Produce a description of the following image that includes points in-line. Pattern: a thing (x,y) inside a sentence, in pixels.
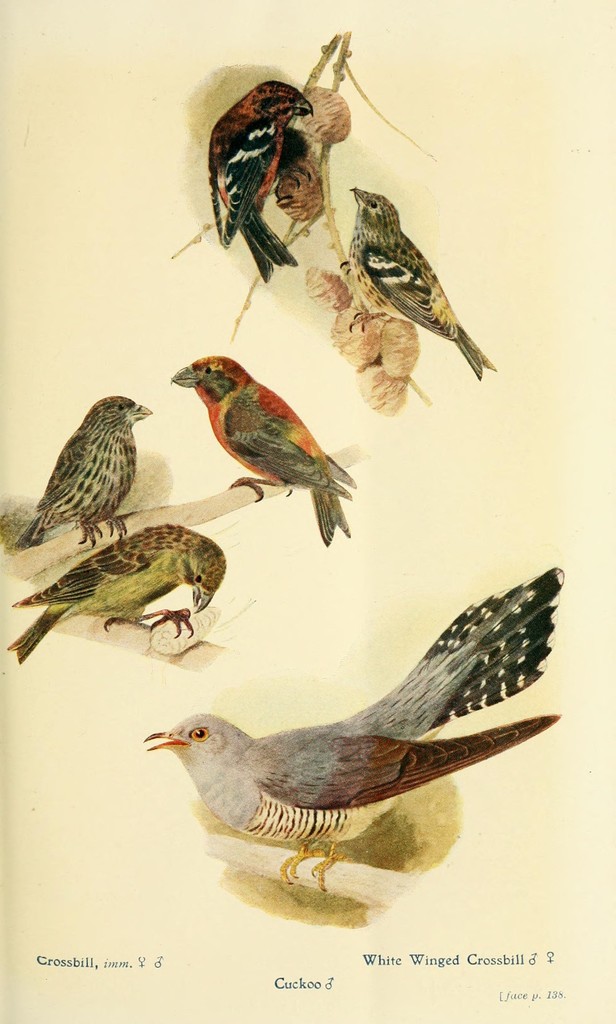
In this we can see a poster (266,248) which includes birds (271,170). And we can see some text (393,961) at the bottom (401,962).
